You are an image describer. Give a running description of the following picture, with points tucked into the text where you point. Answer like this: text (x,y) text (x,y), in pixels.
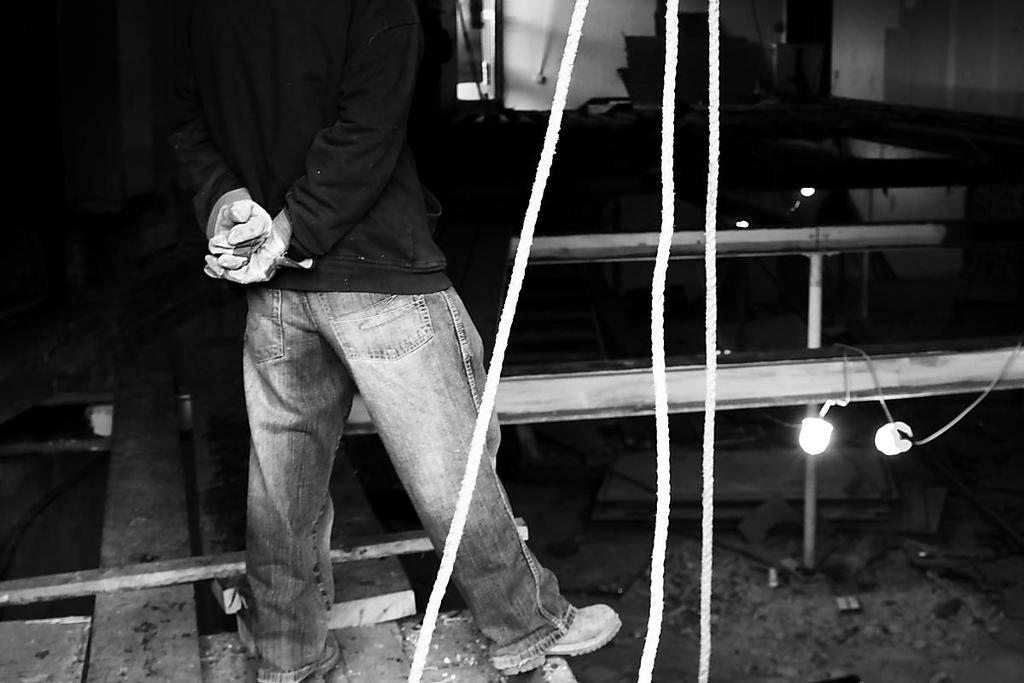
In this image we can see a person (371,315) standing on the wooden plank (396,594), there are ropes (708,388) and lights (823,433) attached to the iron railing (627,406).
